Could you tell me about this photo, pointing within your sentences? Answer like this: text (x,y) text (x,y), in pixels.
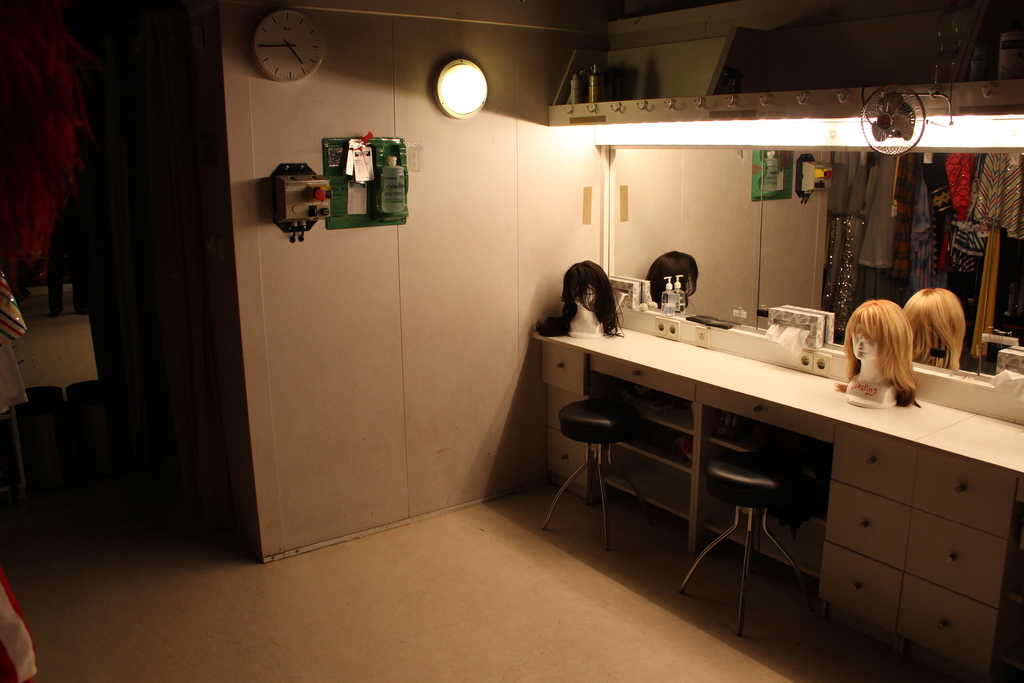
In this image we can see mannequins (616,325), tissue holder (781,321), clothes (919,198) hanged to the hangers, small fan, electric lights (474,96), daily essentials (597,80), seating stools (625,415), cupboard (628,389) and a wall clock (274,40) to the wall (240,62).
